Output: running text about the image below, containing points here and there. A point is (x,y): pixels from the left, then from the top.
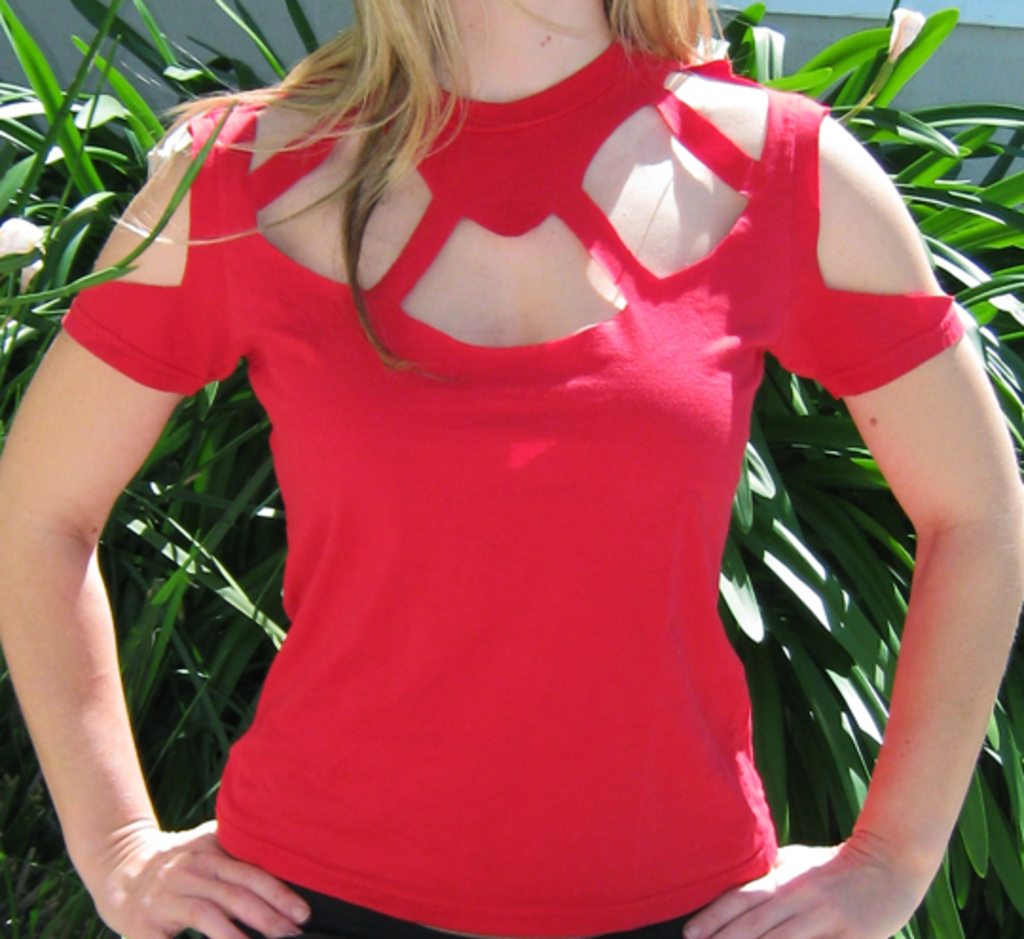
In this picture there is a woman (478,757) with red color top (610,708). At the back (17,741) there are plants (68,172) and there is a wall (5,71).
